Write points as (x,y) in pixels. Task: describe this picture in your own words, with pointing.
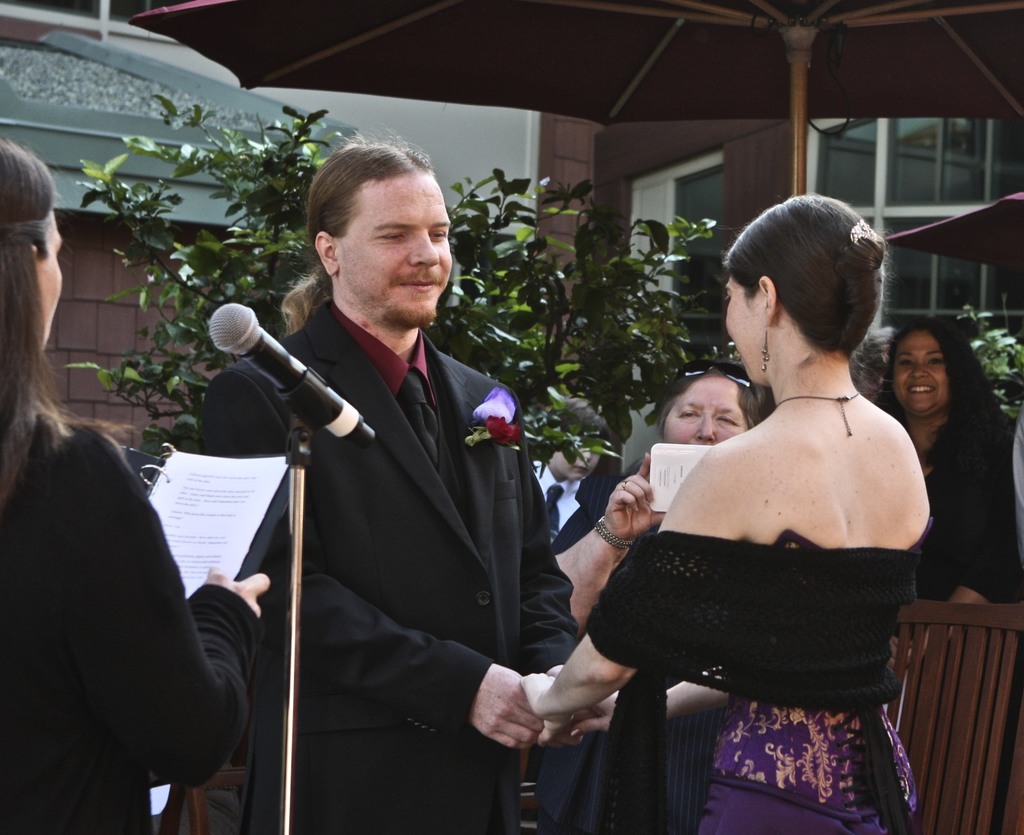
In this image we can see people (572,588), plants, umbrella (861,19), and a mike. On the left side of the image (32,567) we can see a person (143,592) holding a file (210,562). In the background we can see a building (937,214).
